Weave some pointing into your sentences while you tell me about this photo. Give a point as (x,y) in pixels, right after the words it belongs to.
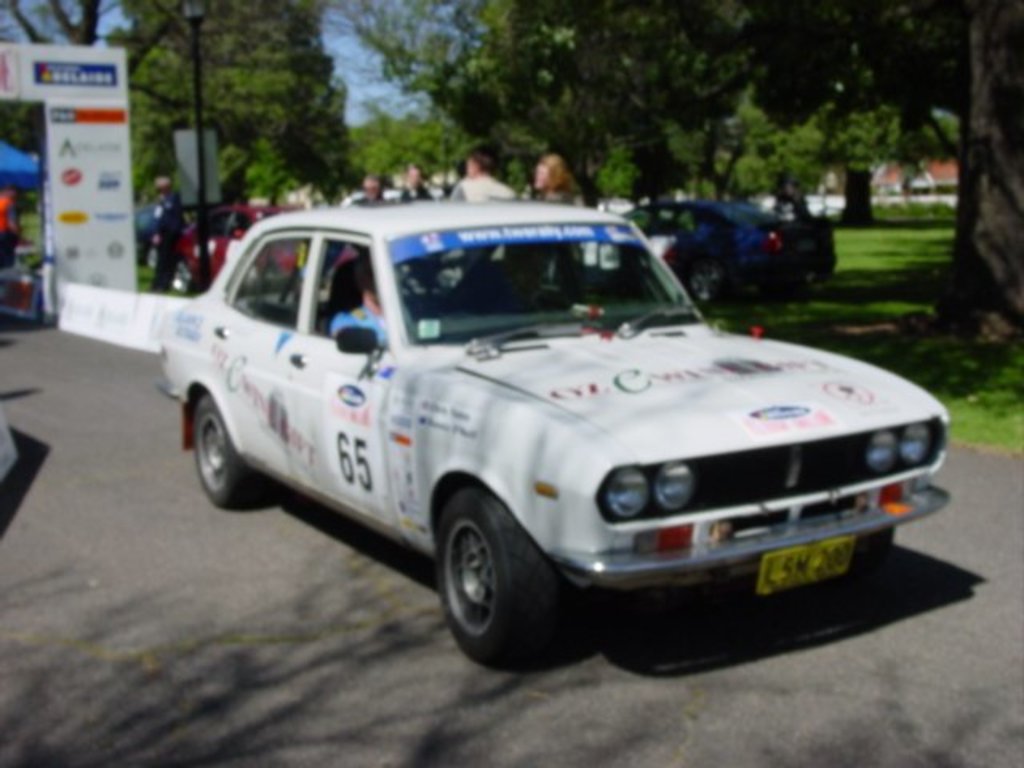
In front of the image on the road (528,731) there is a car (511,399) with text (350,417) and stickers (336,392) on it. Behind the car (223,313) there is an arch shaped banners (59,109) with logos (120,216). In the background (162,217) there are few people (166,219), cars (214,235) and also there is a pole (197,39). And there are many trees (502,101) in the background (398,142).
